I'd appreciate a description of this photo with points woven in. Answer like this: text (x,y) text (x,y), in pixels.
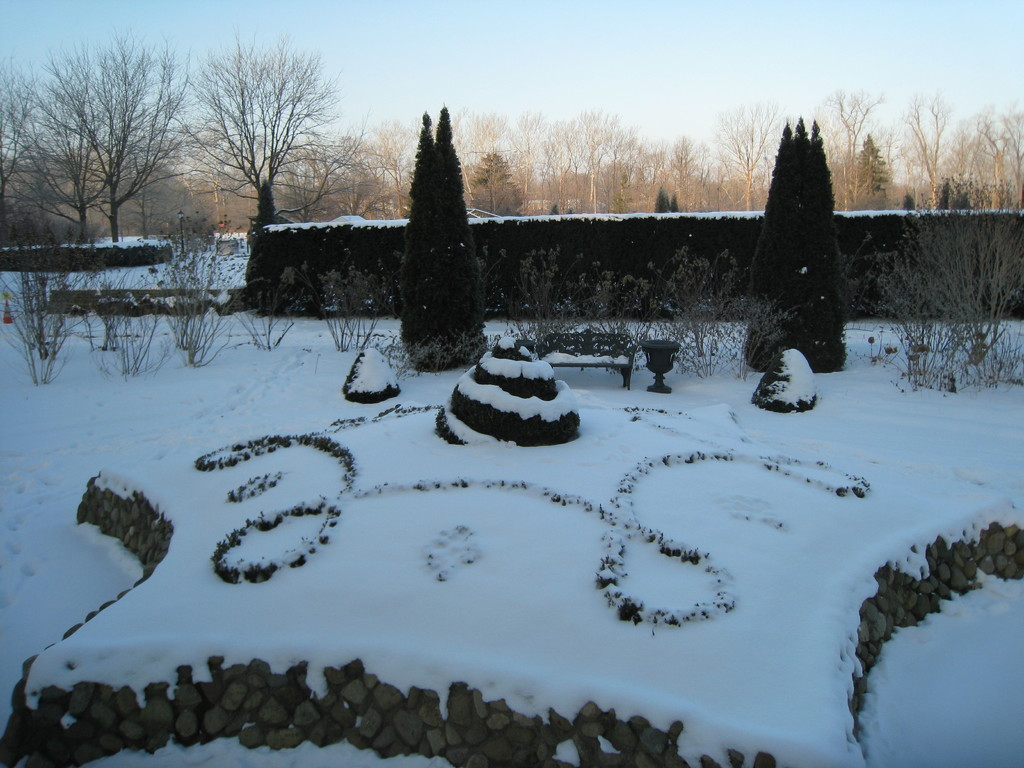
In this picture we can see stones (180,741), snow (77,642), trees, bench (626,335), wall (618,273) and an object (664,351) and in the background (253,53) we can see the sky (376,67).
